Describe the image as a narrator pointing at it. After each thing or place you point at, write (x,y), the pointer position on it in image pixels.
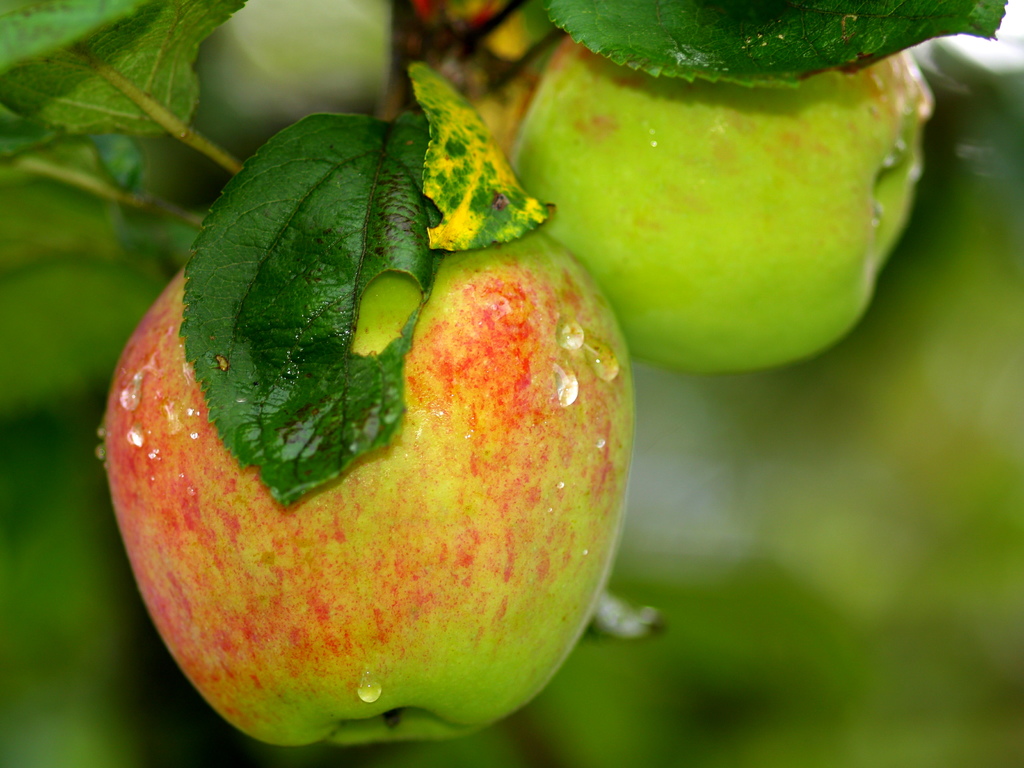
In this picture we can observe two apples (479,454). One of the apple (479,371) is in red and green color and the other apple (624,238) is in green color. We can observe leaves (323,167). In the background (731,492) it is completely blur.
